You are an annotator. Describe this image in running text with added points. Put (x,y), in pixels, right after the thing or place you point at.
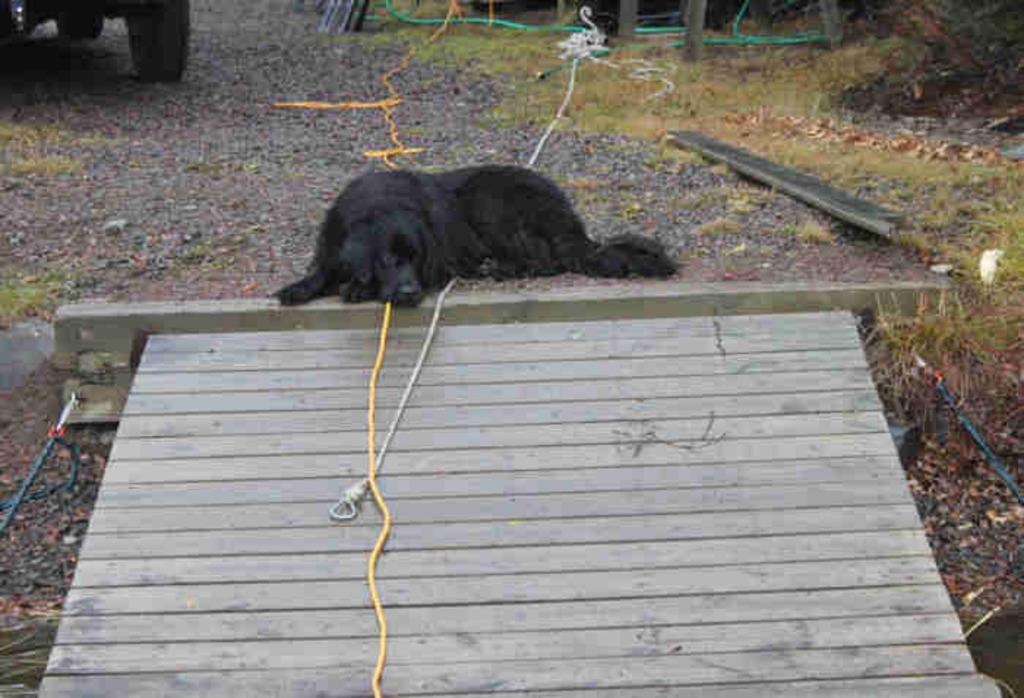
In this image we can see a dog (508,257) is lying on the ground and there are ropes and wooden platform (266,507). In the background (107,131) on the left side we can see wheels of a vehicle's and there are stones (246,295) and objects (371,0) on the ground (260,170).
